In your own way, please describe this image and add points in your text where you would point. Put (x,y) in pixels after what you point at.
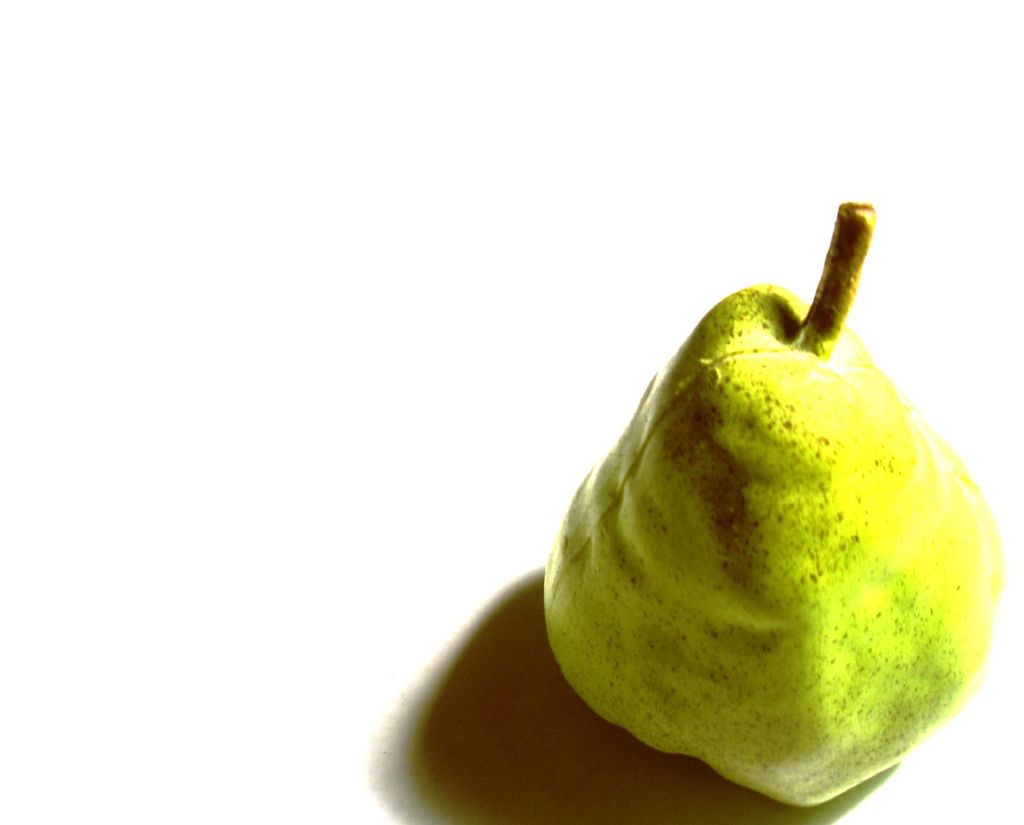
In this image we can see the pear (780,740) kept on the white color surface (308,456).
